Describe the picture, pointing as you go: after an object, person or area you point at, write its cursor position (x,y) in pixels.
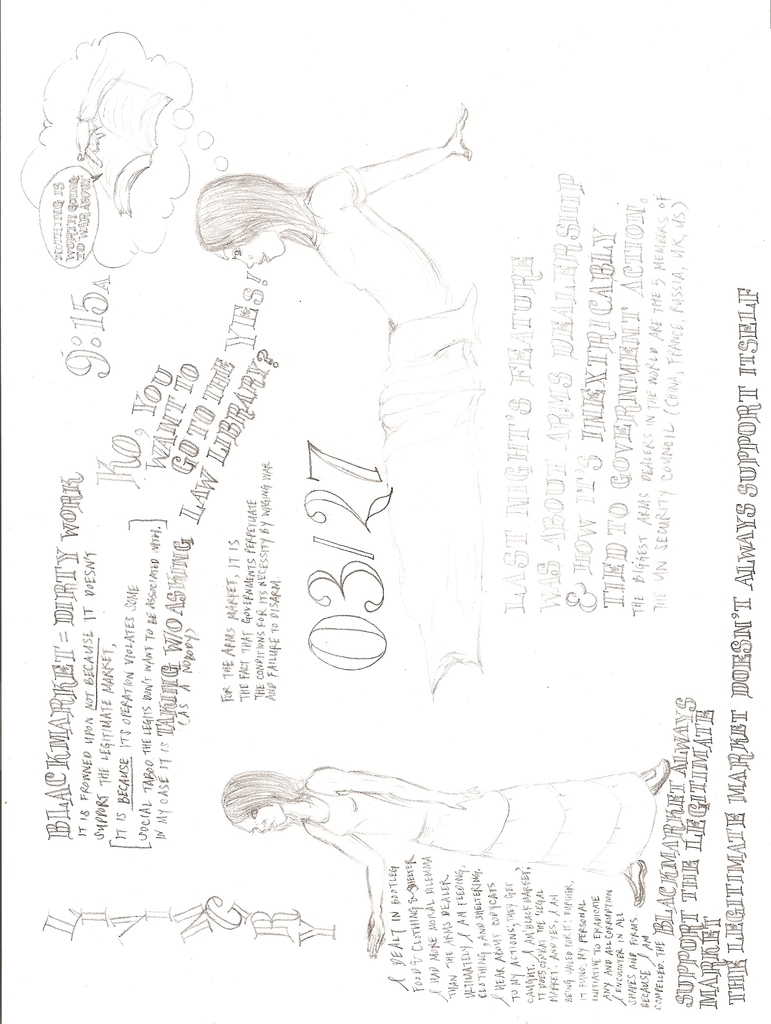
In this image I can see an art (486,446) on the white colored background (381,733) in which I can see something is written and the drawing (638,803) of two persons (628,797).
